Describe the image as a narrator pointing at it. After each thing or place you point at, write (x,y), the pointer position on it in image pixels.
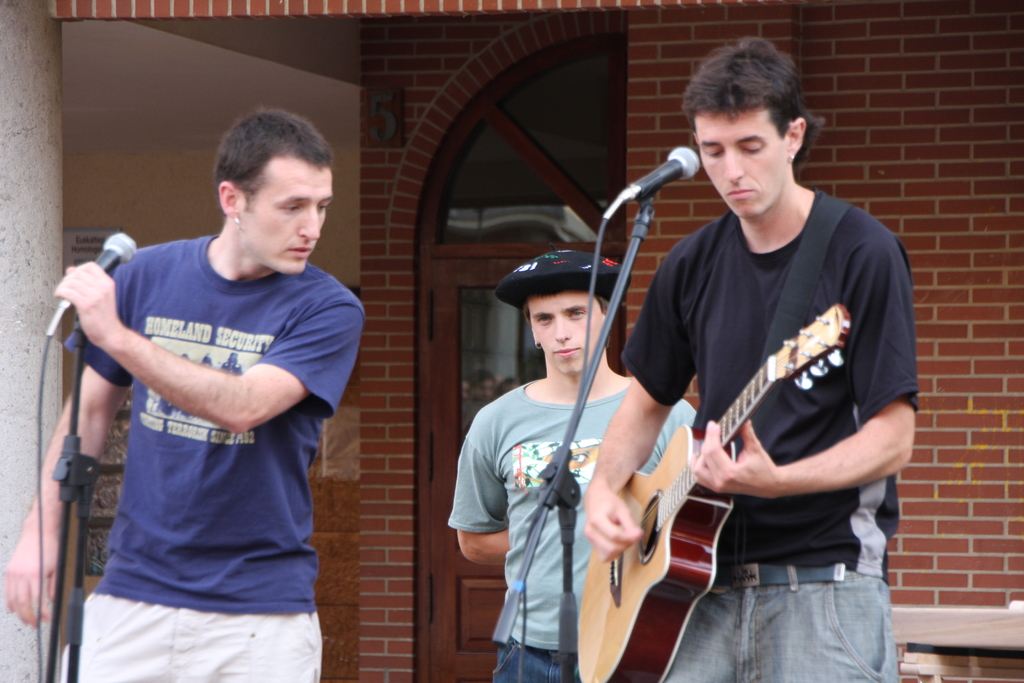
In this image i can see 3 persons (201,261) standing, one of them is holding a guitar (644,511) in his hand (596,510) and there is a microphone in front of him and the person (300,192) in the left side of the image (143,349) is holding a microphone (110,242) in his hand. In the background (456,155) i can see a building (462,80) made of bricks (420,104) and a door (461,314).
